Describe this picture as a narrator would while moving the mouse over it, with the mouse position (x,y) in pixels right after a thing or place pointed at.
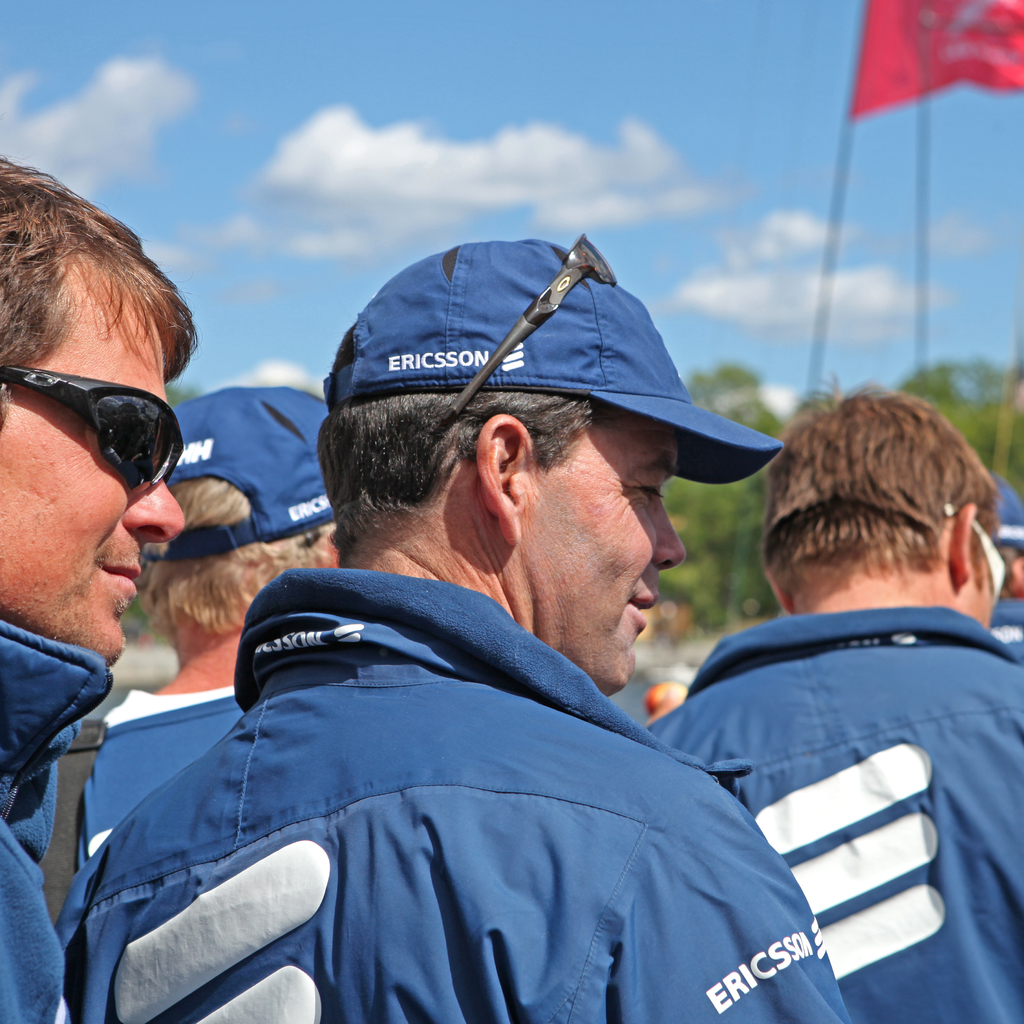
In this image there are people (566,791). On the right (996,8) there is a flag (877,103). In the background (733,506) there are trees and sky (472,224).
